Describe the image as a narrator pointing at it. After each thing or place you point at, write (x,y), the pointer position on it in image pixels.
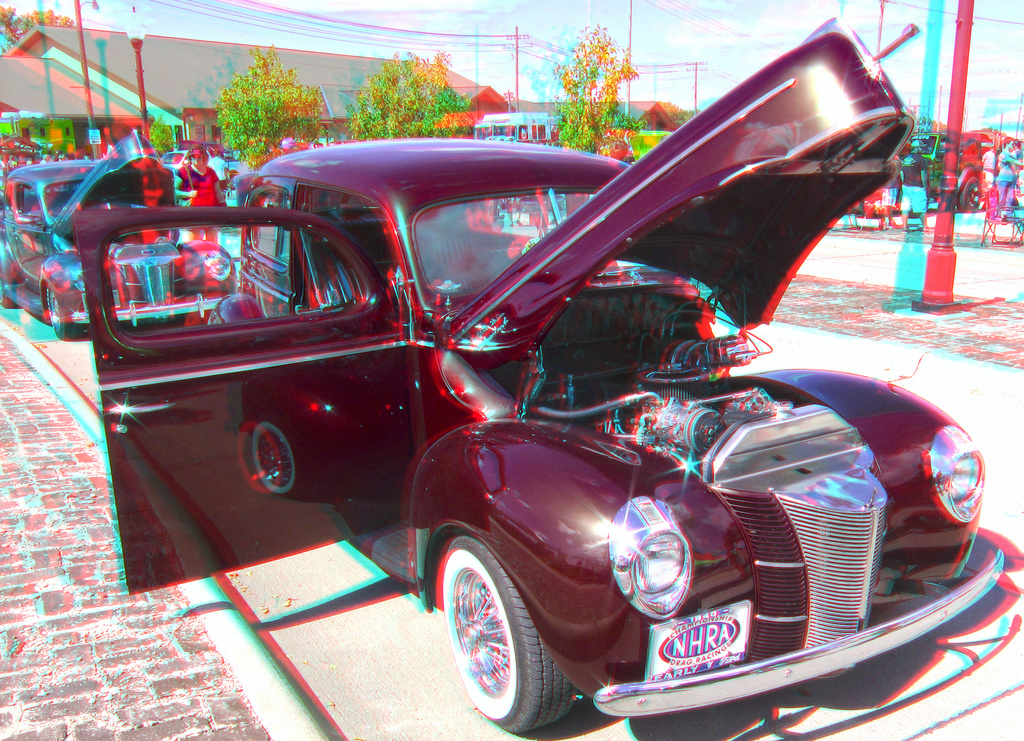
In this picture we can see two cars (147,276) parked here, we can see door (249,375) and bonnet (544,299) of this car (723,163), in the background (577,126) there are some trees (397,107), we can see a pole (943,249) here, there is a light (137,39) here.
